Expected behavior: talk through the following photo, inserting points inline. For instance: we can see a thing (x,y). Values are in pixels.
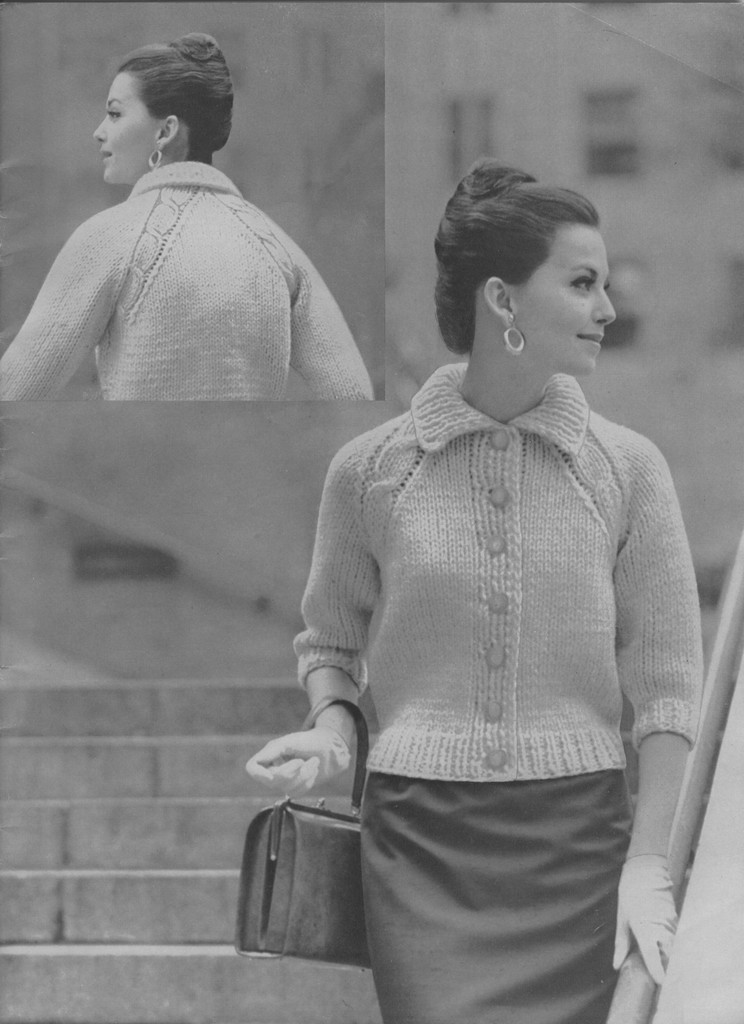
In the image we can see the black and white picture of the woman (493,467) standing, wearing clothes (393,648), earrings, gloves (342,760) and a carrying bag (312,878). Here we can see the stairs (143,877) and the background (332,161) is blurred.
